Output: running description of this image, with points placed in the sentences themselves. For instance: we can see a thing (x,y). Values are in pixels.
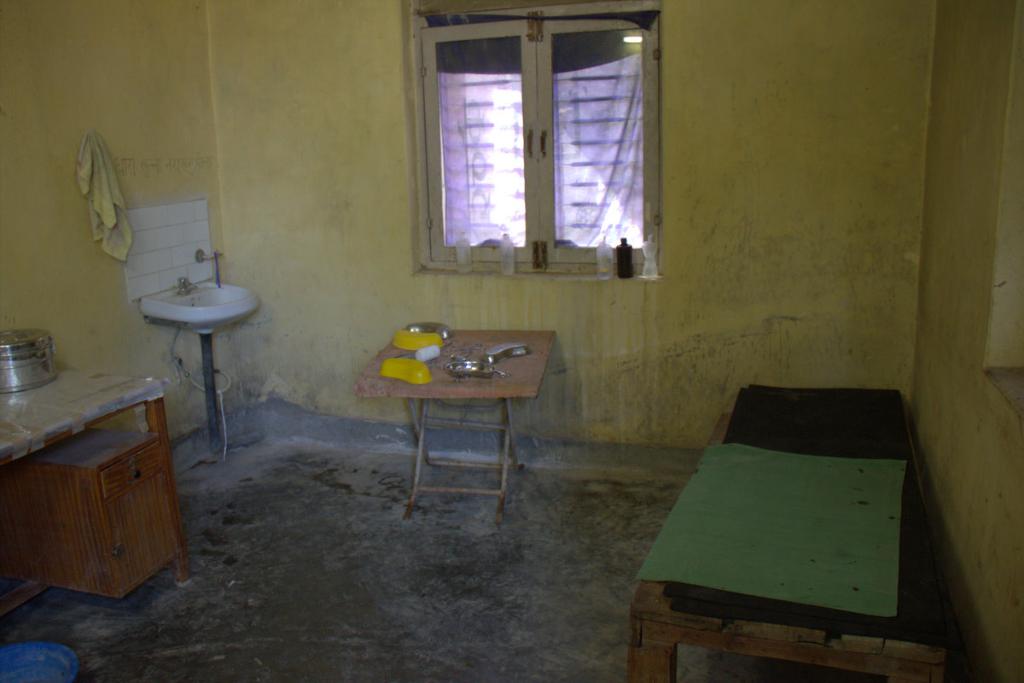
It is a picture inside a house (248,270) there is a bed table (727,529) to the left (207,288) there is a sink (162,301), behind it there is a yellow color wall (349,108), to the left of the sink (217,325) there is a table (172,508) and vessel (28,346) on the table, to the right side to the wall (525,278) there is a window (555,154).
